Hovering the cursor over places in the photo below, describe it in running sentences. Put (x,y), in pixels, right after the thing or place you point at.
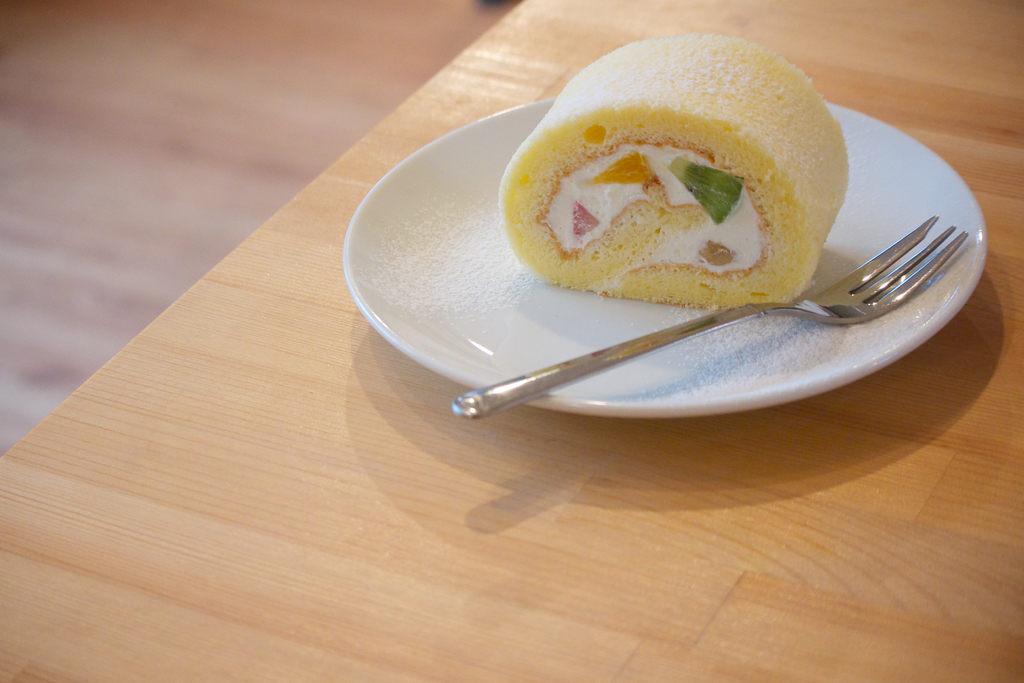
In this picture we can see a table (566,542) in the front (575,445), there is a plate (593,400) present on the table (578,495), we can see a fork (844,291) and some food (735,219) in this plate (638,376), there is a blurry background (185,148).
